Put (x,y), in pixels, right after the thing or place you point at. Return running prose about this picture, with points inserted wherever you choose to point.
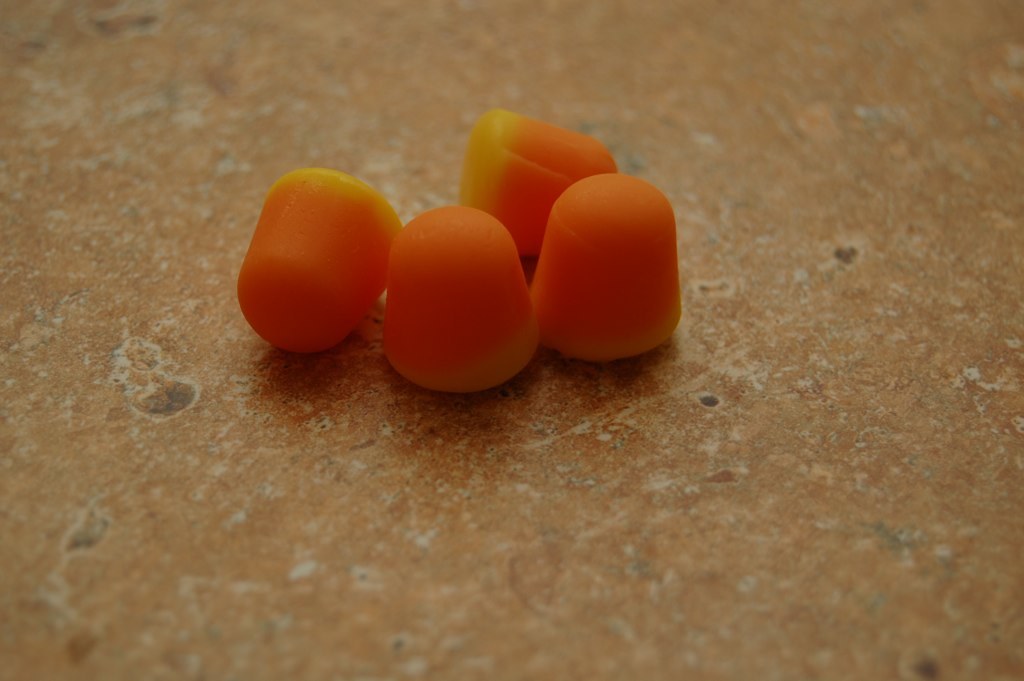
In the picture I can see the candies (478,132) on the floor (645,389).
